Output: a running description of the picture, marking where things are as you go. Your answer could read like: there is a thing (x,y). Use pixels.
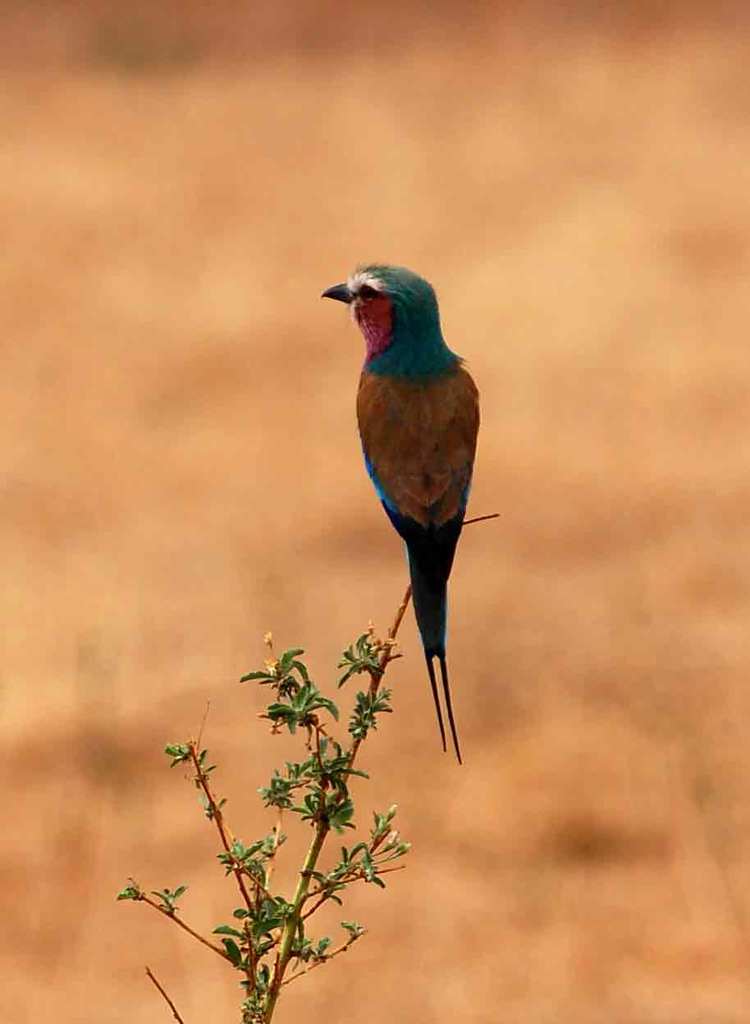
The rollers bird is standing on the stem (322,779) of the plant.
